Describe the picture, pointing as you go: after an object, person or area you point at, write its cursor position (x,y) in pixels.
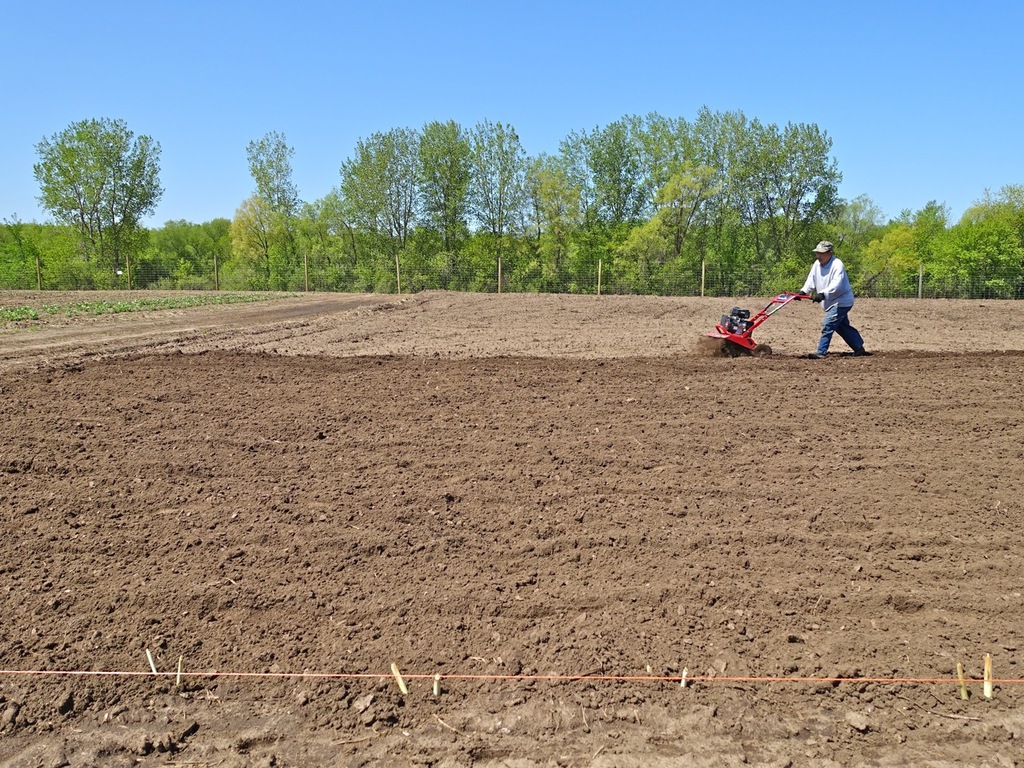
In this image I can see field (694,460) with soil (694,460). There is a person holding an object (729,321). There are trees (420,263), there is fencing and in the background (355,100) there is sky (194,67).
